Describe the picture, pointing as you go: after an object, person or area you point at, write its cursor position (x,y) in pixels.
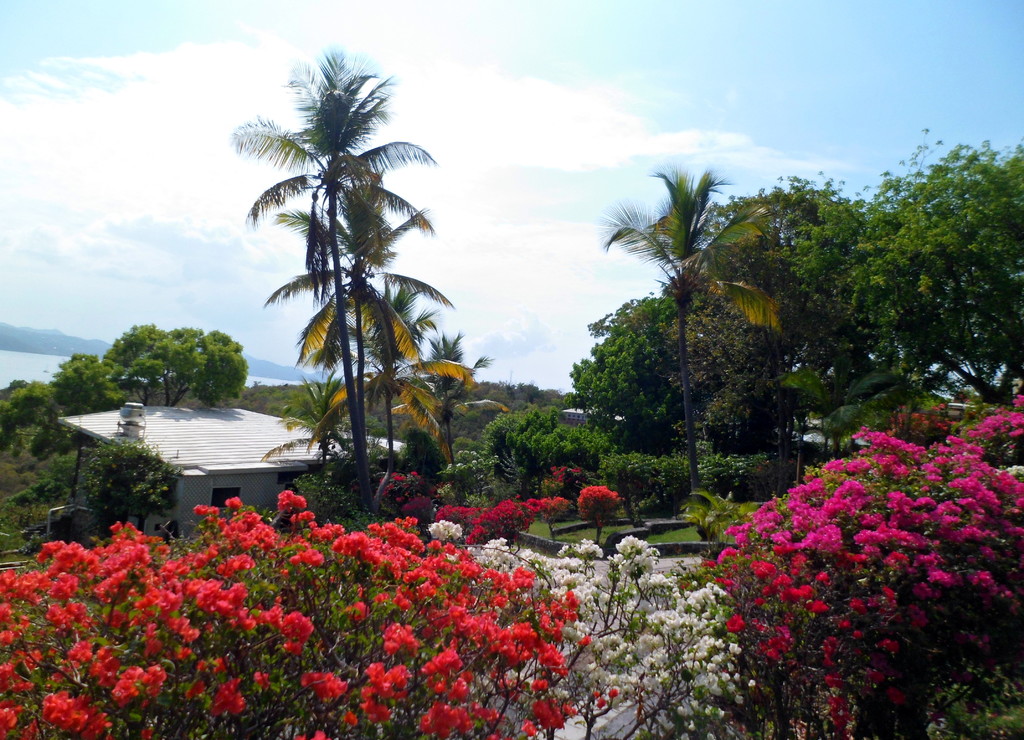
In this image we can see the trees (471,435), plants (711,496), grass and also the house (264,432). In the background (75,331) there is sky (648,104) with the clouds (551,172). We can also see the hills (52,349) and water (54,368). At the bottom (346,607) we can see the flower trees (817,608).
